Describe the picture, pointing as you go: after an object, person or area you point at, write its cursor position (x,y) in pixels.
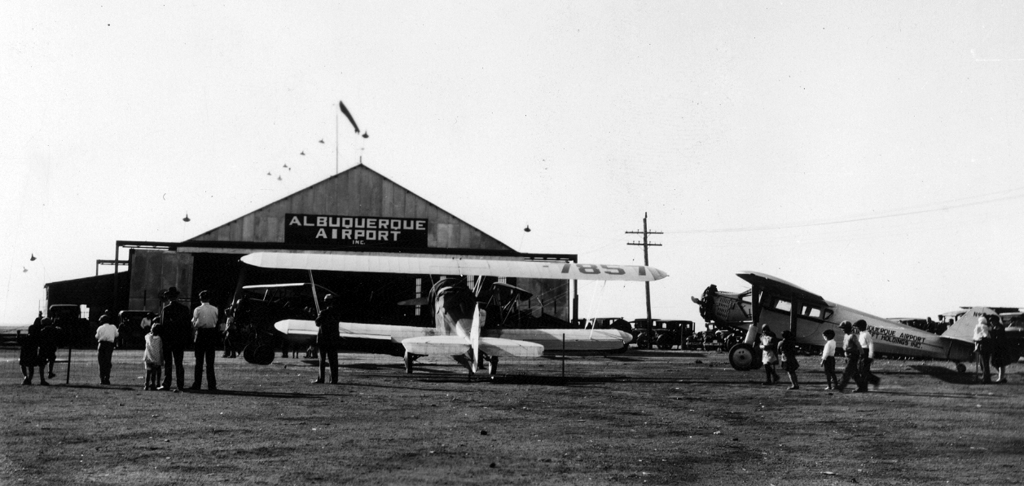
In the foreground (445,325) I can see a group of people (336,337) are standing on the ground (457,365), fleets of air crafts (733,361), board (405,238), light pole (646,225) and wires (727,233). In the background (720,328) I can see a building (349,201), flagpole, vehicles (136,319) and the sky (411,161). This image is taken may be on the ground (424,387).
